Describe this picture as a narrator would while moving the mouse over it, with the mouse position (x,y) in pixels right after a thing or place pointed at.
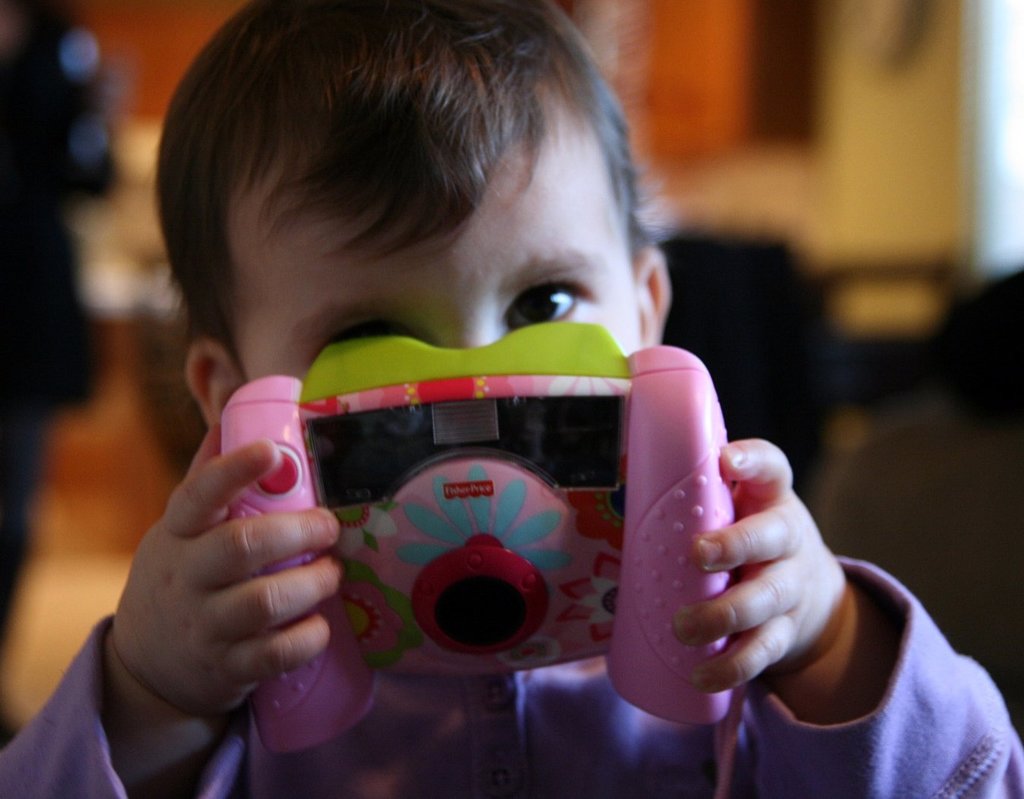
In this picture we can see a kid (226,519) is holding a toy (613,614) in hands (712,546).
